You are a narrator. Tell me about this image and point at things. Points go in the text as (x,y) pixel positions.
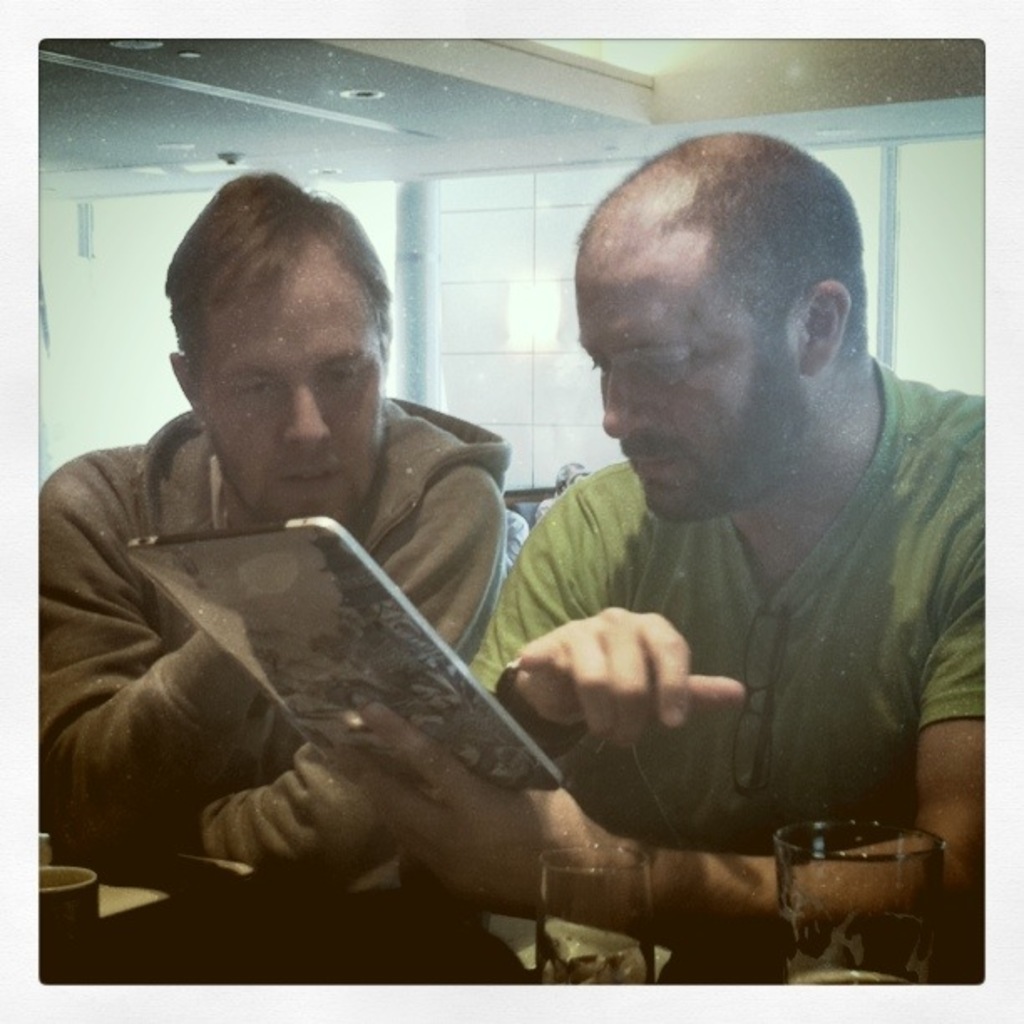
In the center of the image (536,654) we can see two persons (832,692) are in different costumes (842,589). Among them, we can see one person (652,602) is holding some object (343,564). In front of them, we can see glasses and some objects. In the background (581,165) there is a wall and a few other objects (882,336).
